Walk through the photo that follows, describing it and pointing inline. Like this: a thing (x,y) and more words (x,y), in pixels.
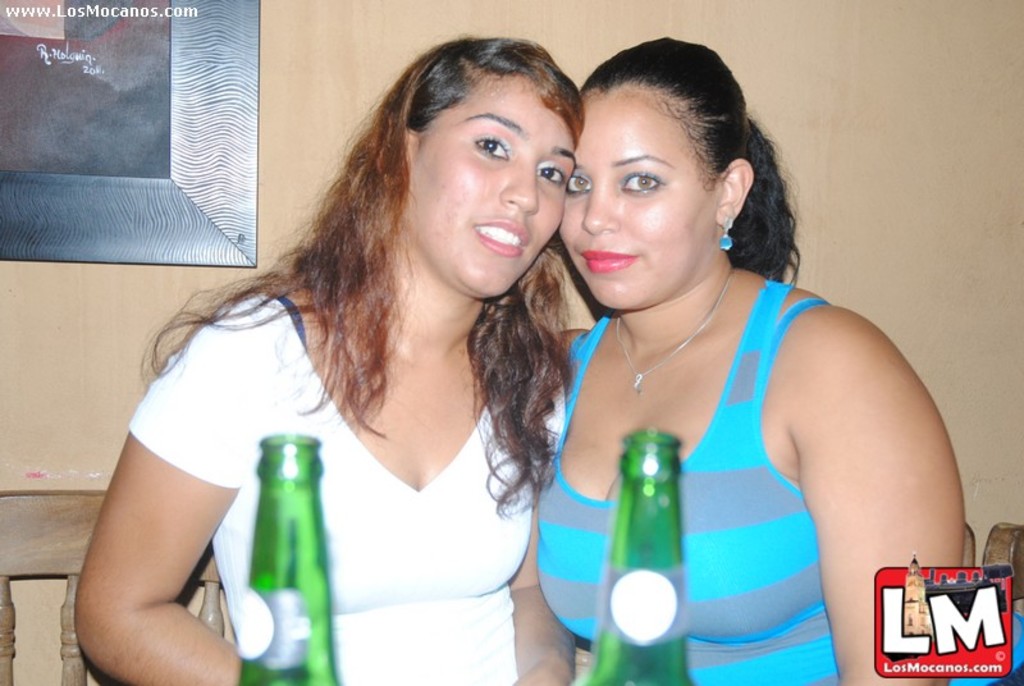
In this image I can see two people (510,497) are sitting and wearing white and blue color dress (756,571). I can see two green bottles (261,606) in front (264,593). I can see the frame (259,89) is attached to the brown color wall (852,94).
